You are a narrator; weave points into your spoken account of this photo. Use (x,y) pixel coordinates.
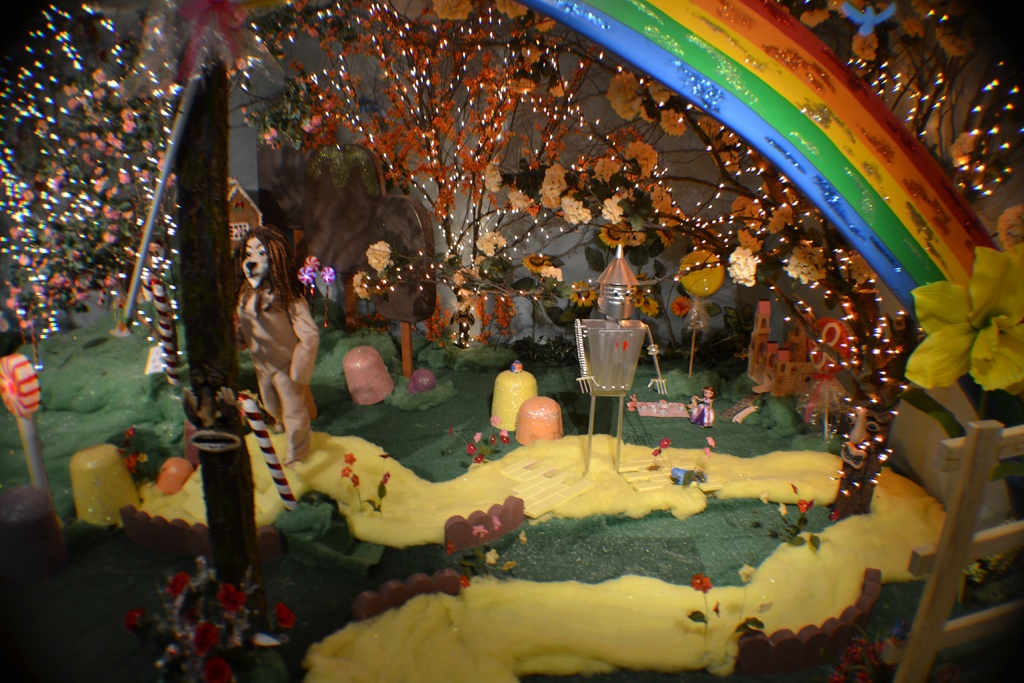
In this image, we can see a decorated room (990,446) with some objects (416,315) like toys (280,233), wood (978,477), flowers (1004,252). We can also see some plants (442,280) with lights (468,302). We can also see the rainbow (892,250). We can see the wall (713,183). We can see some grass (143,671).
